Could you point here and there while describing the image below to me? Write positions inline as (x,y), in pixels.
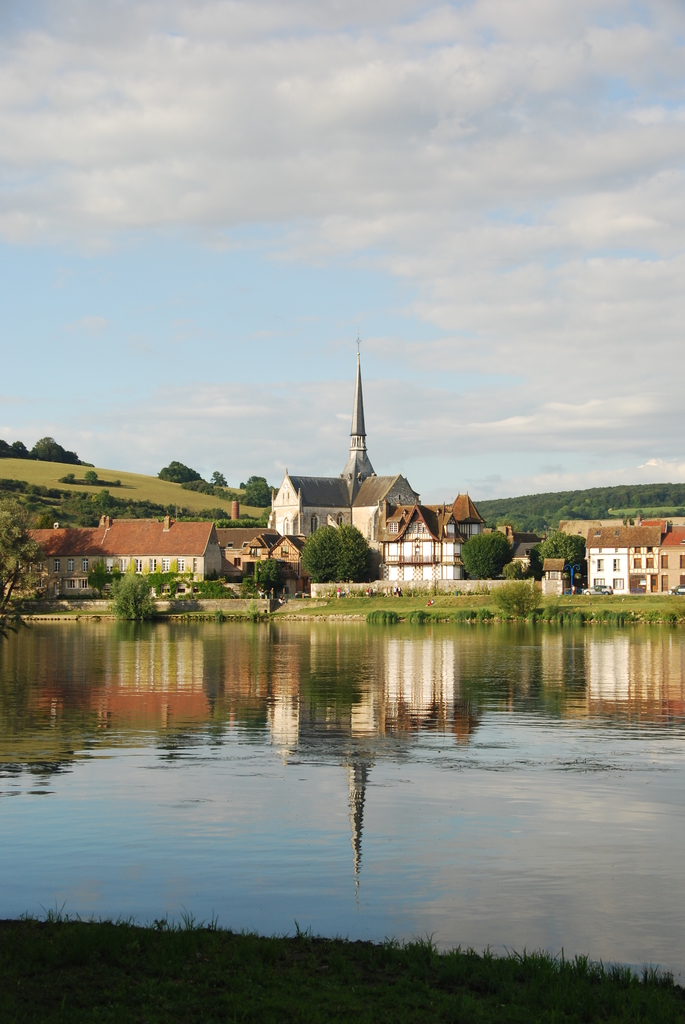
In this picture I can see water (522,707), there are buildings (284,514), there are trees (41,442), hills (135,479), and in the background (355,244) there is the sky (321,174).
